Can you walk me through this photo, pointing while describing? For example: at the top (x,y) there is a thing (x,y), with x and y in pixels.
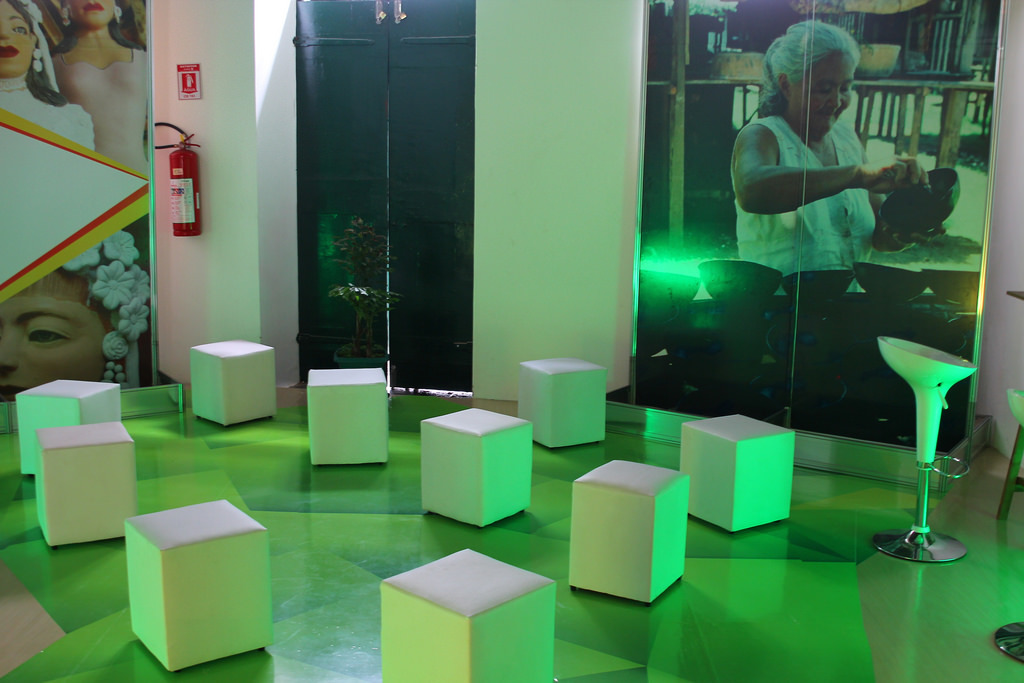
This picture shows couple of photo frames (2,250) on the wall (256,291) and we see a fire extinguisher (198,214) and few boxes (168,641) and a stool (920,419) and we see a metal door (323,203).
